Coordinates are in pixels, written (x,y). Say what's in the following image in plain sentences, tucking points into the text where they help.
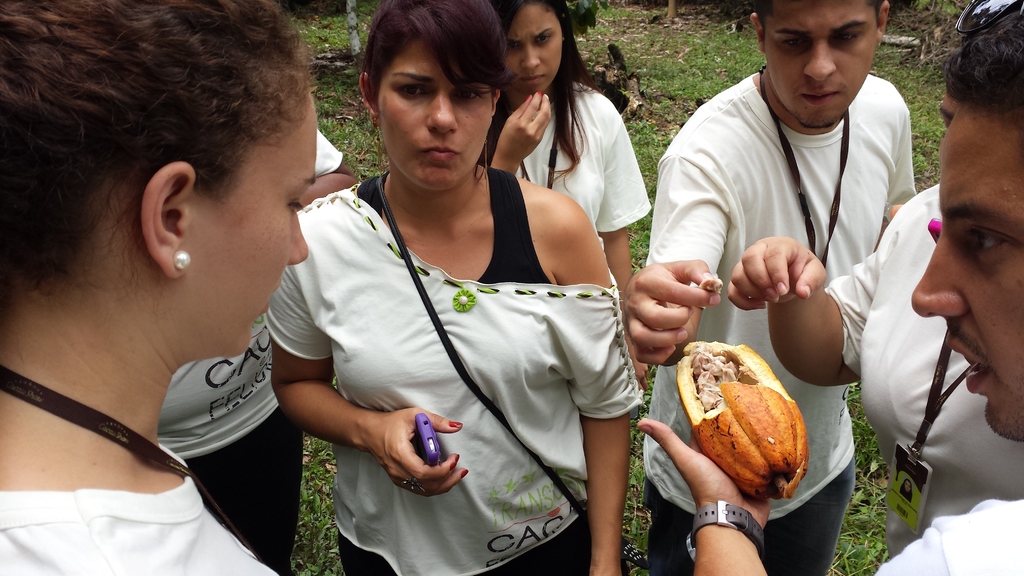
Here we can see few people (863,387) and there is a person (735,543) holding a fruit (753,409) with his hand (739,486). In the background (355,156) we can see grass (918,61).
